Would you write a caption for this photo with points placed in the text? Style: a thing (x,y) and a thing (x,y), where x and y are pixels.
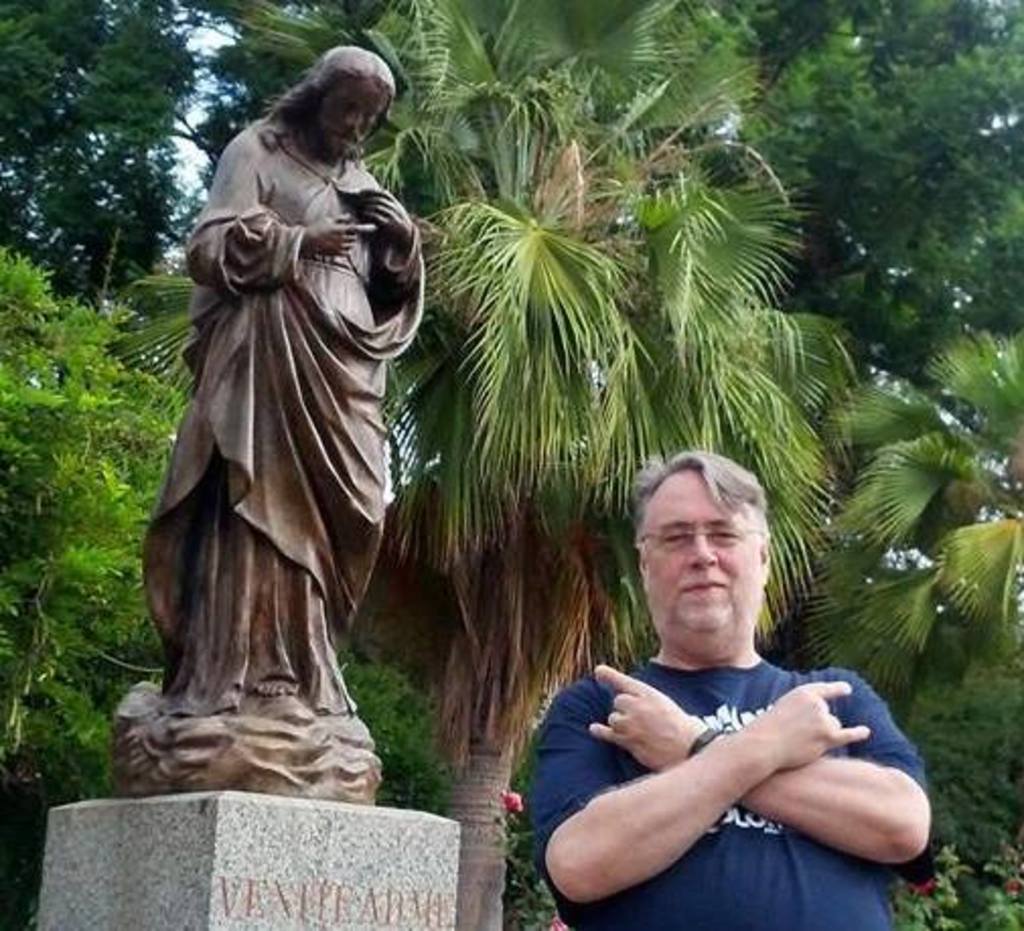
In this picture there is a man (573,879) standing and we can see sculpture (274,593) on the platform (205,831). In the background of the image (749,21) we can see trees (788,371) and sky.
